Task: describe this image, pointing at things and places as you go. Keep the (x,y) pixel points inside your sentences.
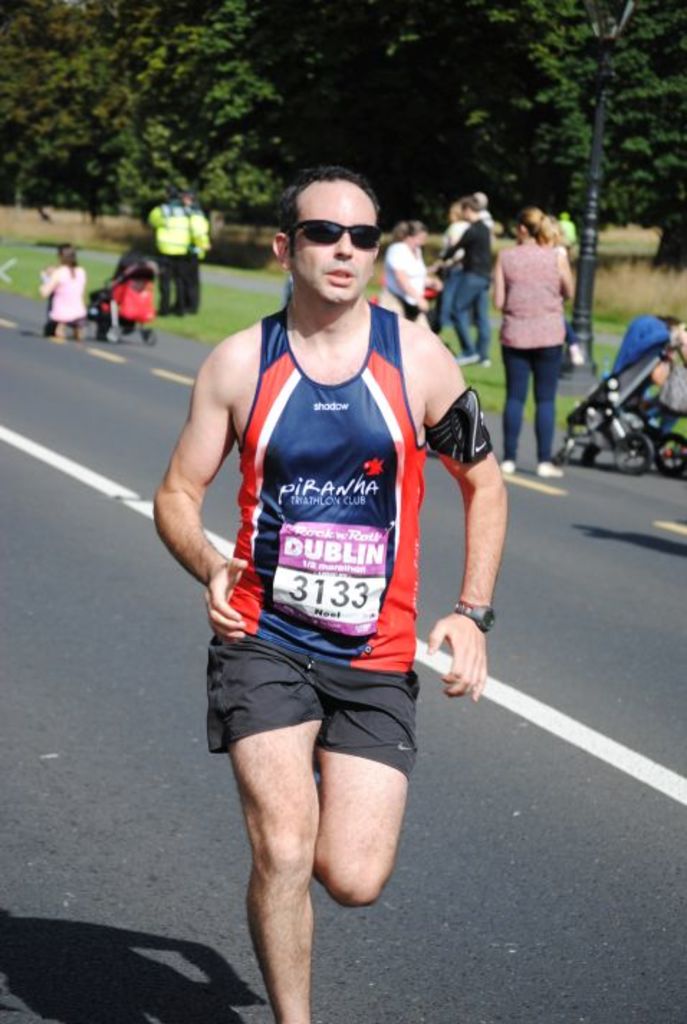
Here we see a man (294,1021) running on the road (103,466) with sunglasses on his face (314,253) and we can see some trees (468,28) on the back (487,253) and few people (198,223) standing.
